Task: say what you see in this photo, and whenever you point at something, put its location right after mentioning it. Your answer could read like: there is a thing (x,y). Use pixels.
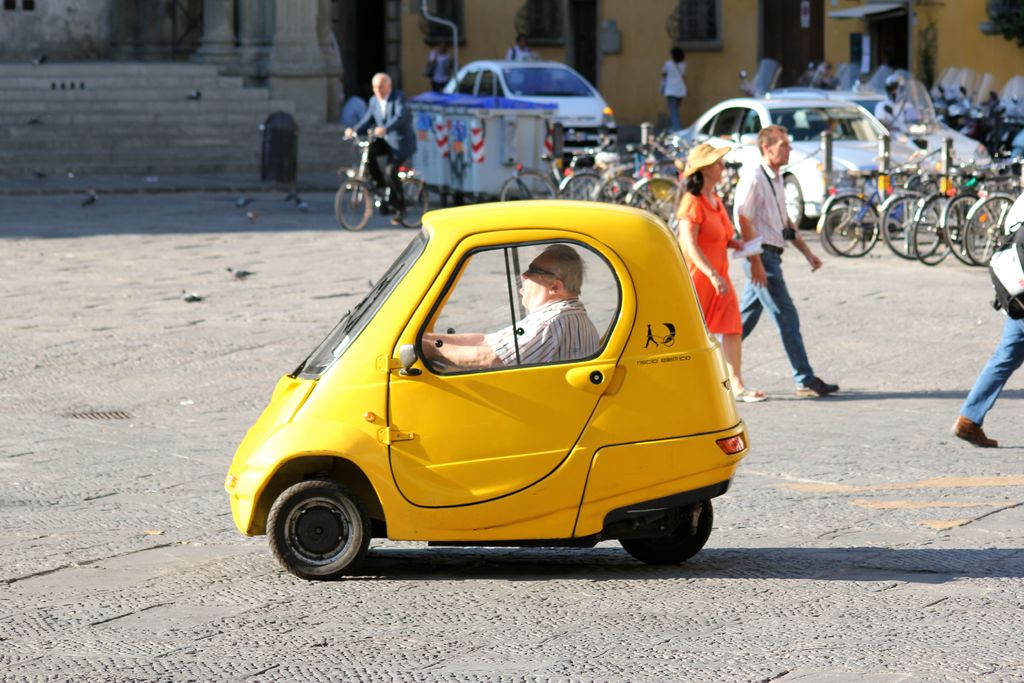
In the picture we can see a people (688,243) walking on the road (47,437) and one person (560,263) sitting in a car (588,222), car (670,245) is yellow in colour, and one man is riding a bicycle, in the background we can see many cycles (646,146), cars (739,131), building (331,79), and steps (326,162) and some birds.
